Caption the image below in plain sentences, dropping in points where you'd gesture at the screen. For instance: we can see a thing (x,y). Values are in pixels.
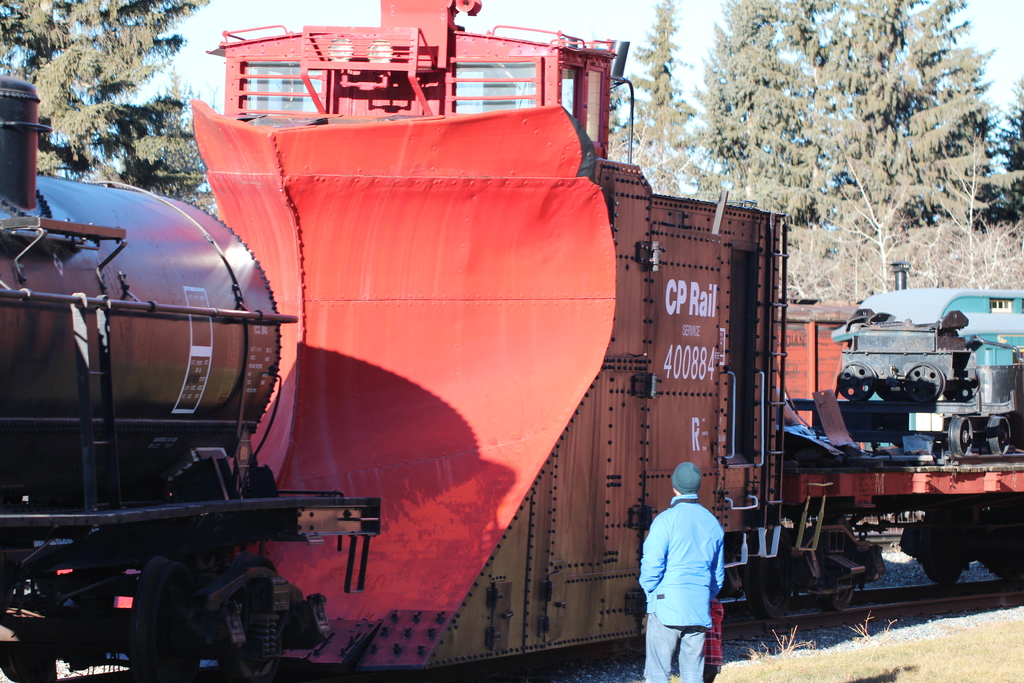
In this picture there is a person (668,682) standing and we can see train (753,524) on track (942,608) and grass (969,640). In the background of the image (831,257) we can see trees (1014,190) and sky (607,35).
